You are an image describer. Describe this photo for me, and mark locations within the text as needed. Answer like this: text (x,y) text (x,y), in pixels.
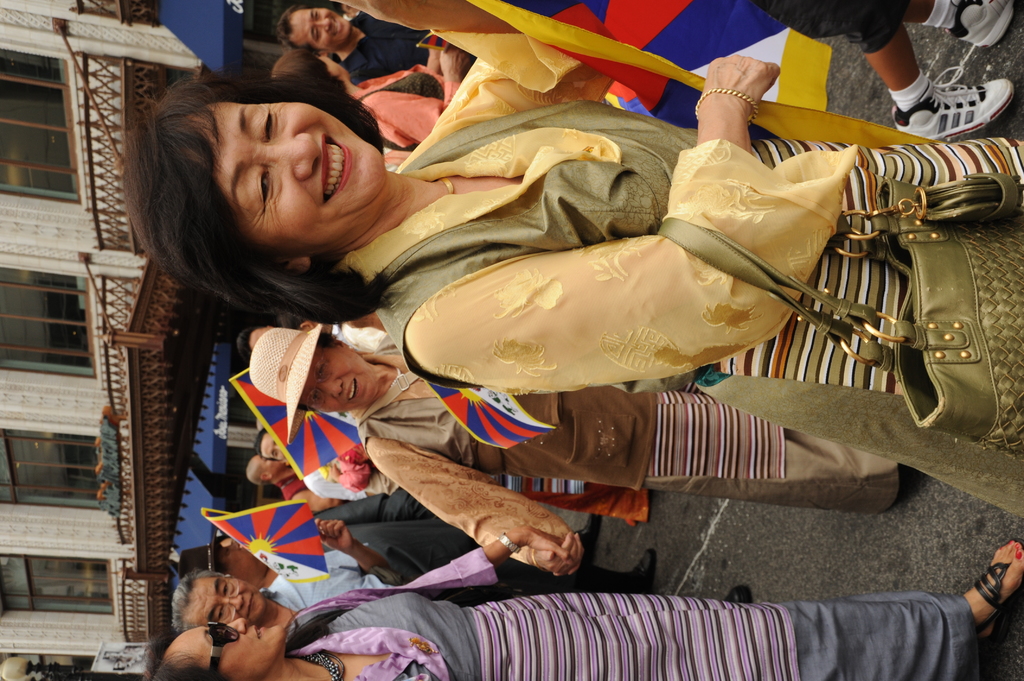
In this image there are group of people (434,526) standing and some of them are wearing bags (924,408) and some of them are holding some flags (221,509), and in the background (97,336) there are buildings (138,271), railing (144,466), tents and some objects (135,647) and on the right side of the image (787,534) there is walkway (708,583).
